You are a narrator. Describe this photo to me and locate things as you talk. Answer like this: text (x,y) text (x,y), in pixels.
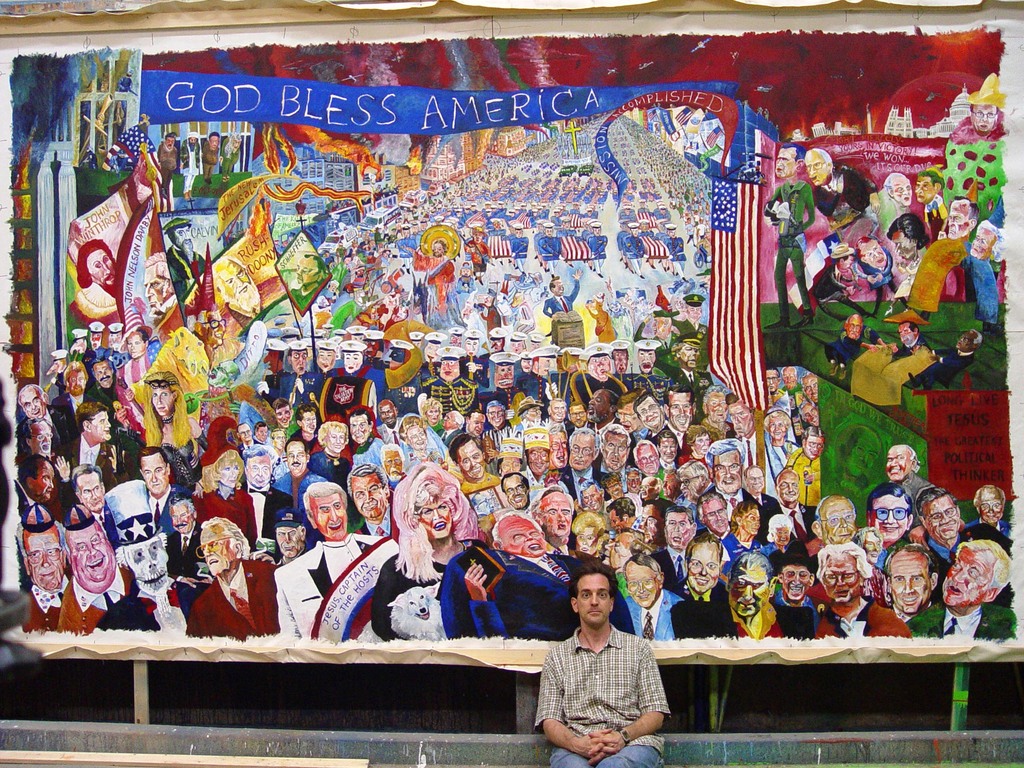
In this image, there is a person (618,648) wearing clothes (625,704) and sitting in front of the hoarding (295,544). This hoarding (325,323) contains an art (354,213).
